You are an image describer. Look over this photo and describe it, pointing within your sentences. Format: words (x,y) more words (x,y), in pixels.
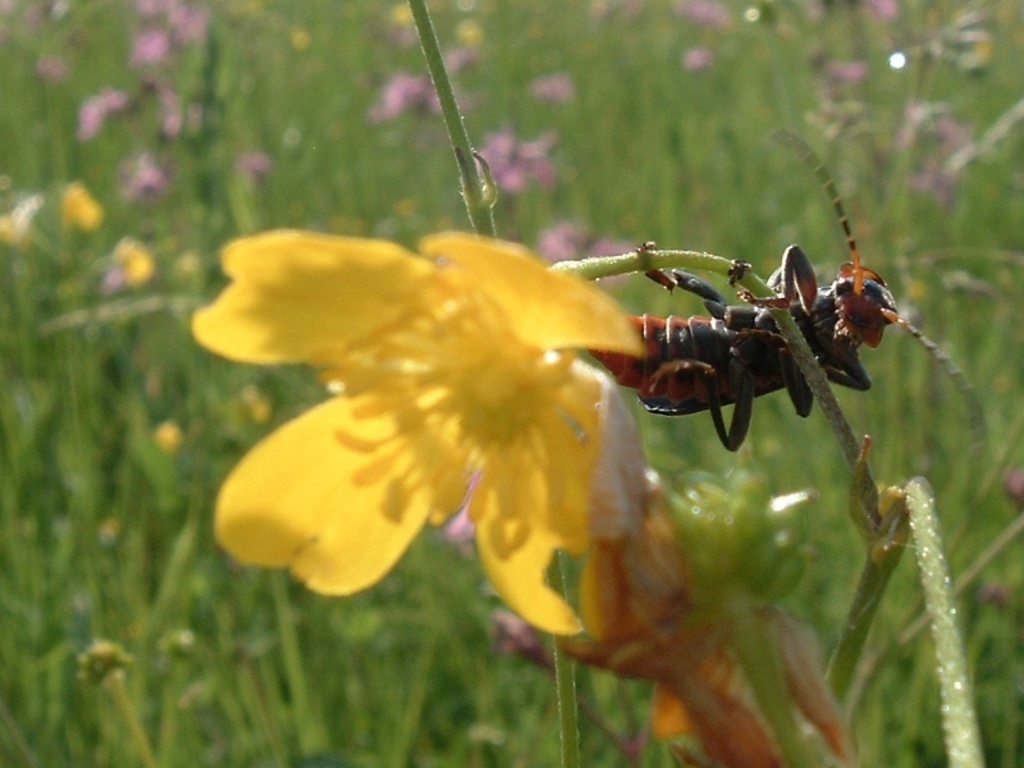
In this image we can see an insect (732,389) on a stem (623,271) with flower (556,327). In the background (78,353) it is blurry and we can see grass (117,502) and flowers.
